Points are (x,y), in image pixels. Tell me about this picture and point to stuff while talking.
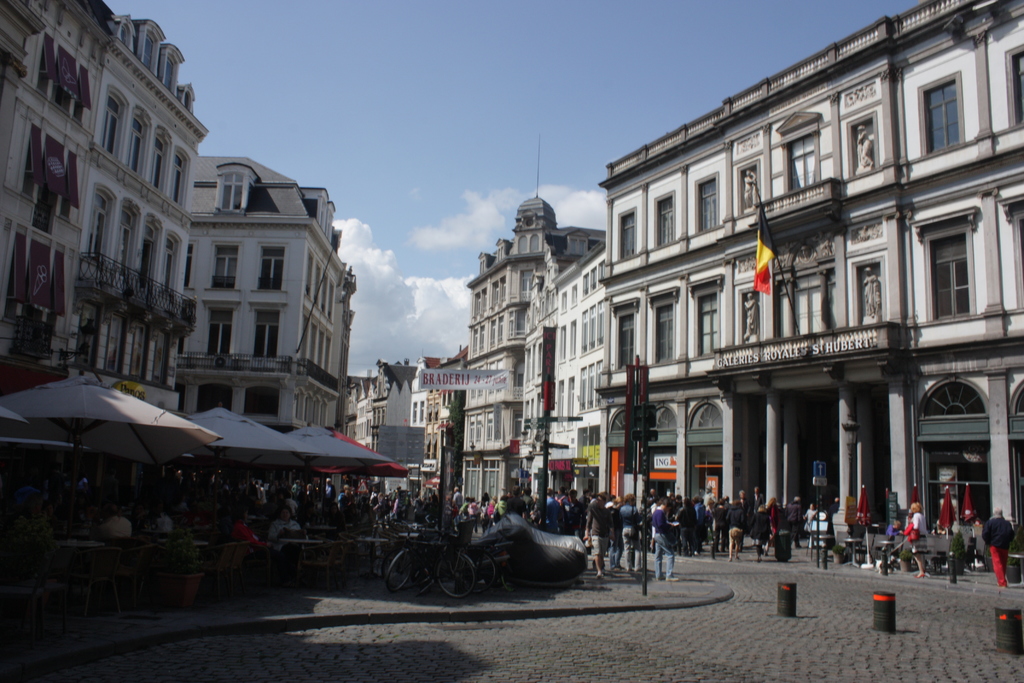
In this image we can see persons (406,491) standing on the road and some are sitting on the benches (328,553), barrier poles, flag (768,259) to the flag post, advertisements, buildings (334,315), parasols (311,430), statues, railings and sky (492,89) with clouds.
